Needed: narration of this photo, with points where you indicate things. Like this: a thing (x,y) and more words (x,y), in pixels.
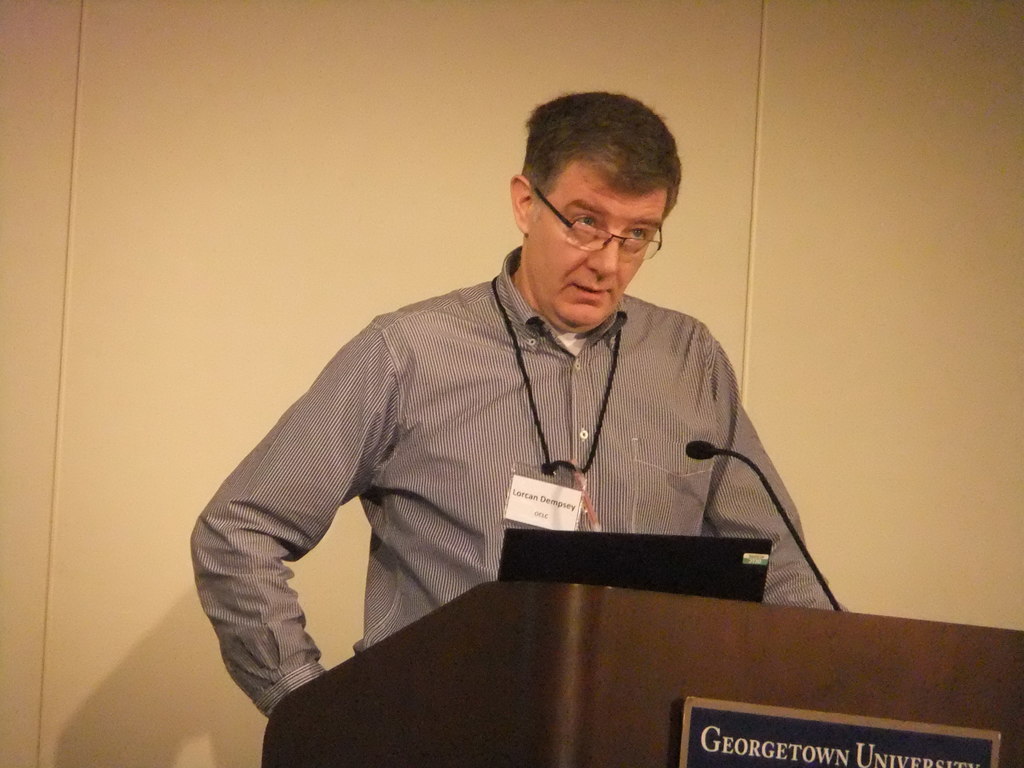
In the image we can see a man (633,357) standing, wearing clothes (550,381), spectacles (595,229) and he is wearing identity card (552,490). In front of him there is a podium (659,683), system (626,560) and microphones (771,487). Here we can see the text (743,744) and the wall (252,247).
